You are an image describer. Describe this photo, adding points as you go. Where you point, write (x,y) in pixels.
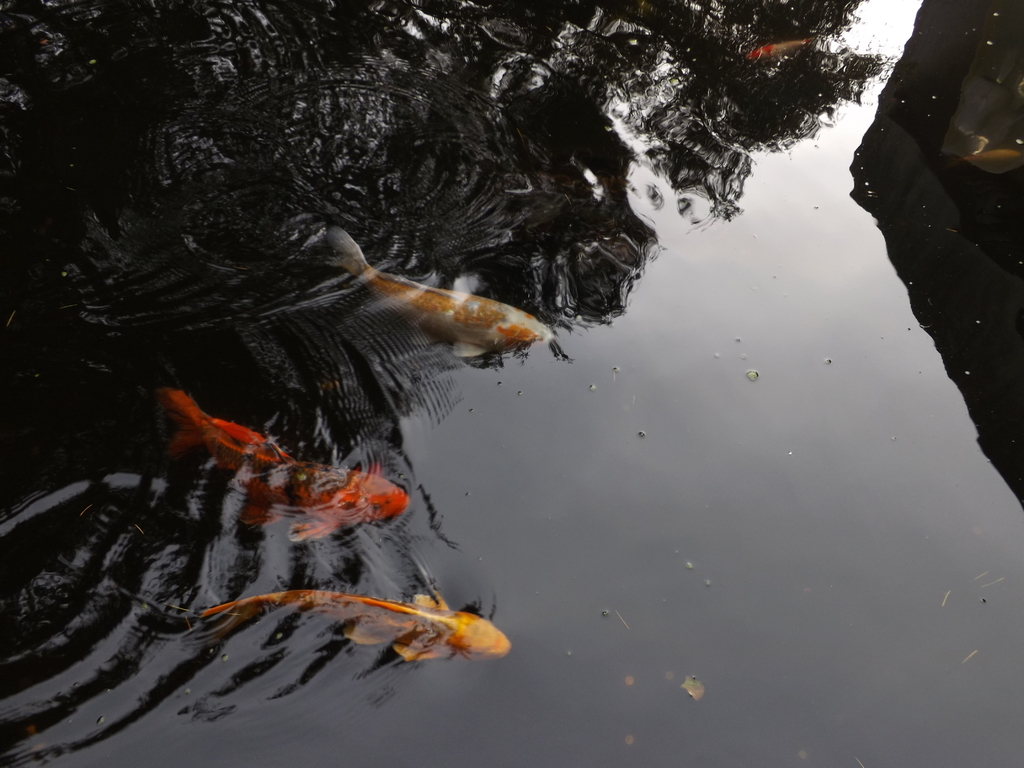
In this picture, there is water (477,380). Towards the left (340,231), there are three fishes (436,295) with different colors. On the top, there is another fish (747,56) which is in orange in color.
